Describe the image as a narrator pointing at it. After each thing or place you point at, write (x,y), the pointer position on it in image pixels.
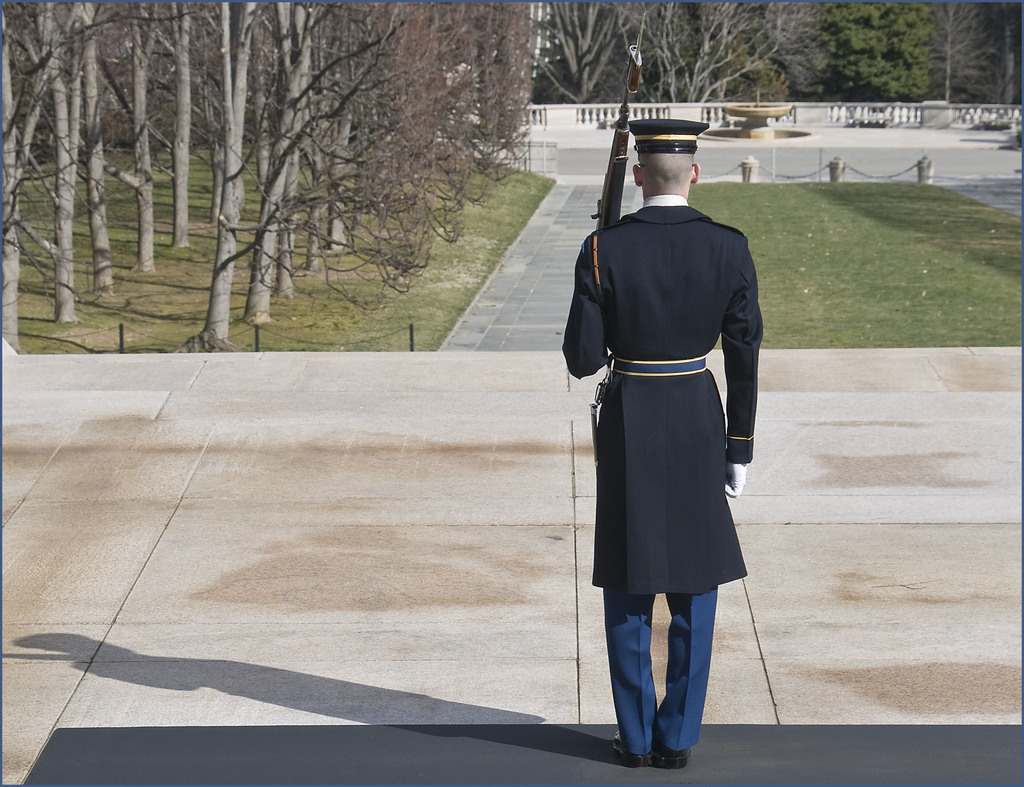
In the foreground (747,727) I can see a person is standing on the road (528,704) and holding a gun (633,76) in hand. In the background (620,71) I can see grass (915,209), fence (588,112), trees (552,78) and a fountain (809,130). This image is taken during a day.
